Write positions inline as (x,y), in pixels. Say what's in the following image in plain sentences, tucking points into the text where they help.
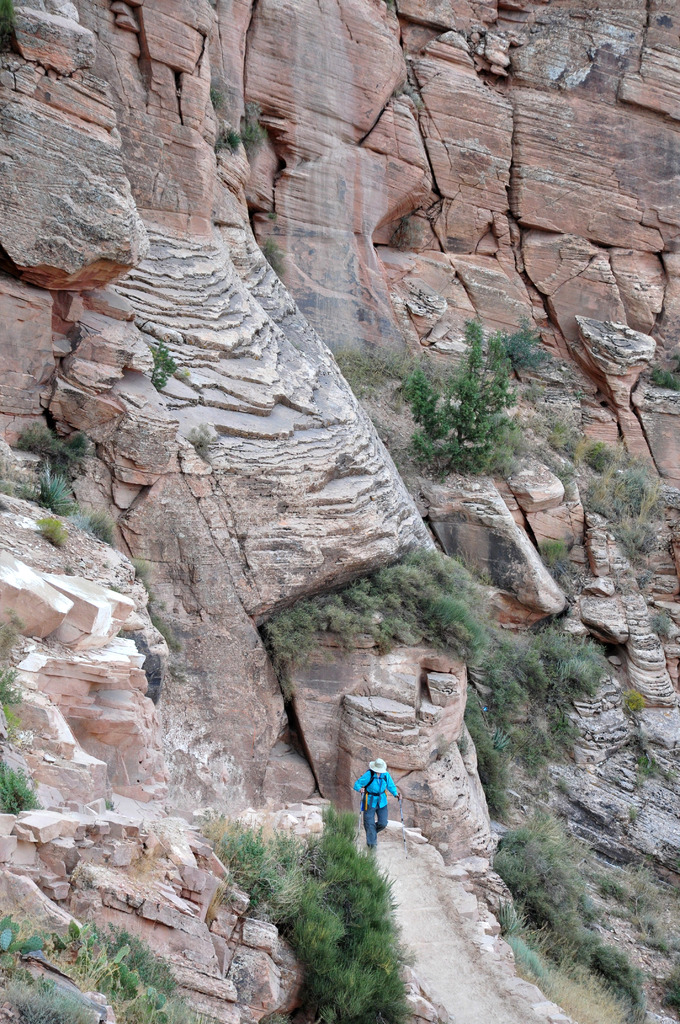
At the bottom of the image (371,832) we can see a person (375,808) and there are trees (434,560). In the background (257,445) there are rocks (264,258).
